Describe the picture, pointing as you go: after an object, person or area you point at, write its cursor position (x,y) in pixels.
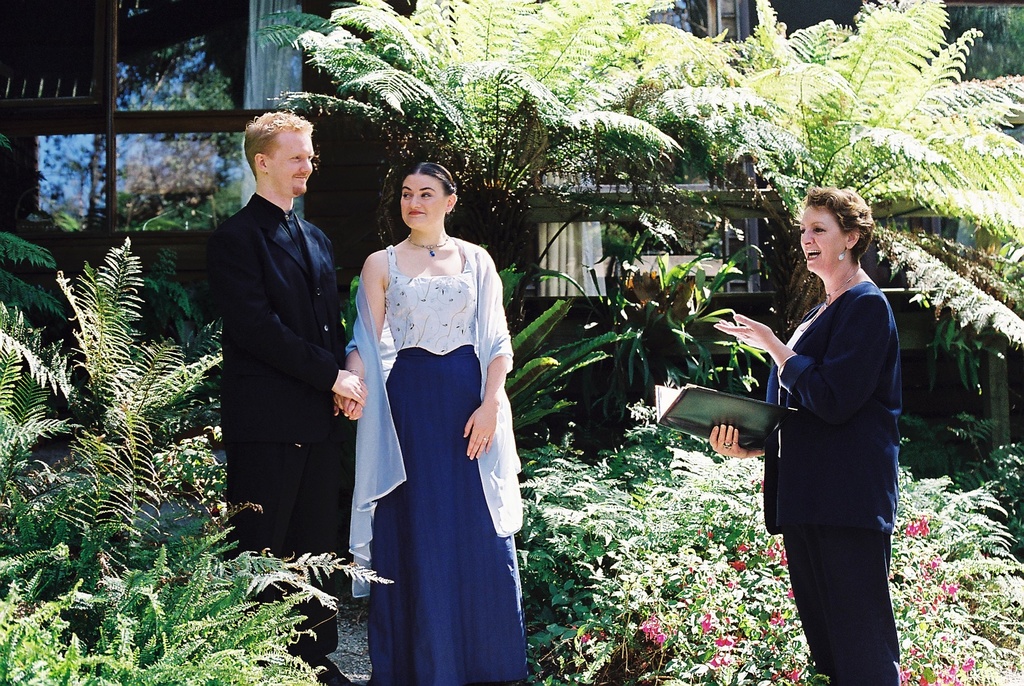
This is the man (309,518) and two women (470,350) standing and smiling. This woman (850,303) is holding a file (738,426) in her hand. I can see the trees (577,115) and small plants (591,521). This looks like a building (153,164) with the glass doors (148,205).
